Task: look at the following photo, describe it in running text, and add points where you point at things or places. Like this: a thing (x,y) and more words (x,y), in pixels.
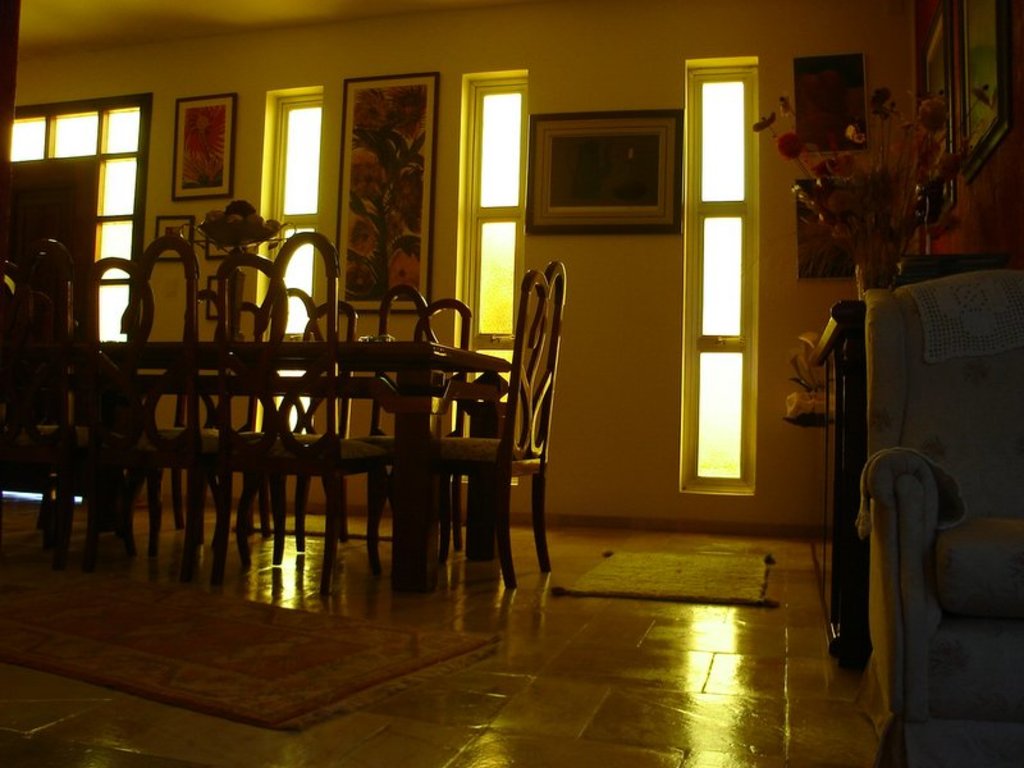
In this image there are chairs (896,589), table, cupboard (851,315), artificial plant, frames (958,11) attached to the wall (646,285), mats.
